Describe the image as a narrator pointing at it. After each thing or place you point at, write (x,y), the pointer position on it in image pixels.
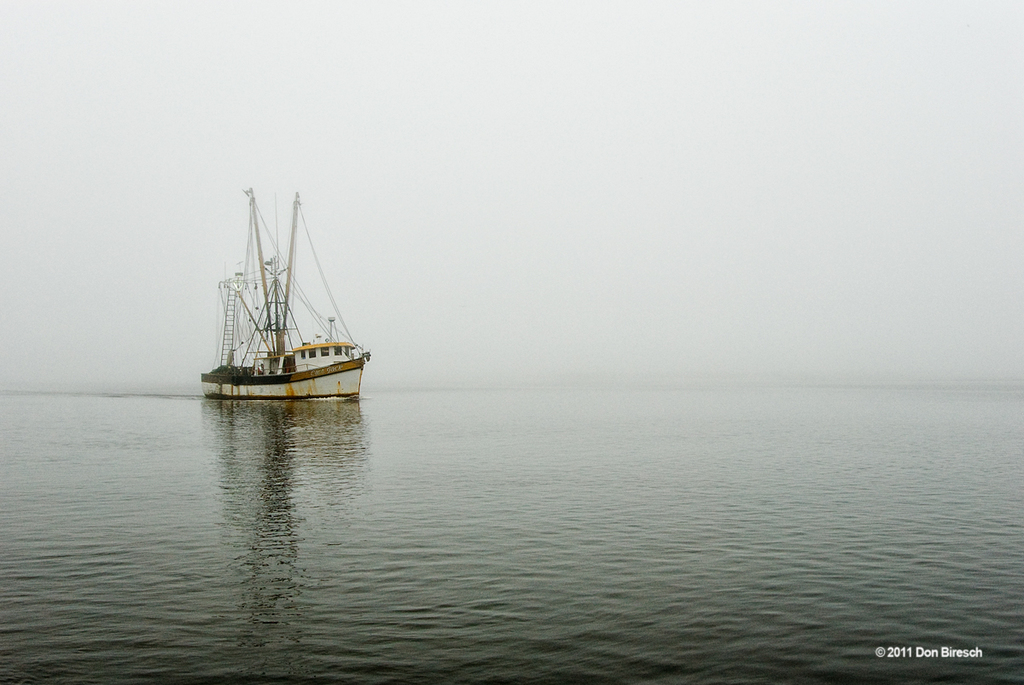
In the center of the image (396,456) we can see one boat (324,358) on the water (515,516). At the bottom right side of the image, we can see some text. In the background (660,265), we can see the sky (553,204) and clouds (413,188).
